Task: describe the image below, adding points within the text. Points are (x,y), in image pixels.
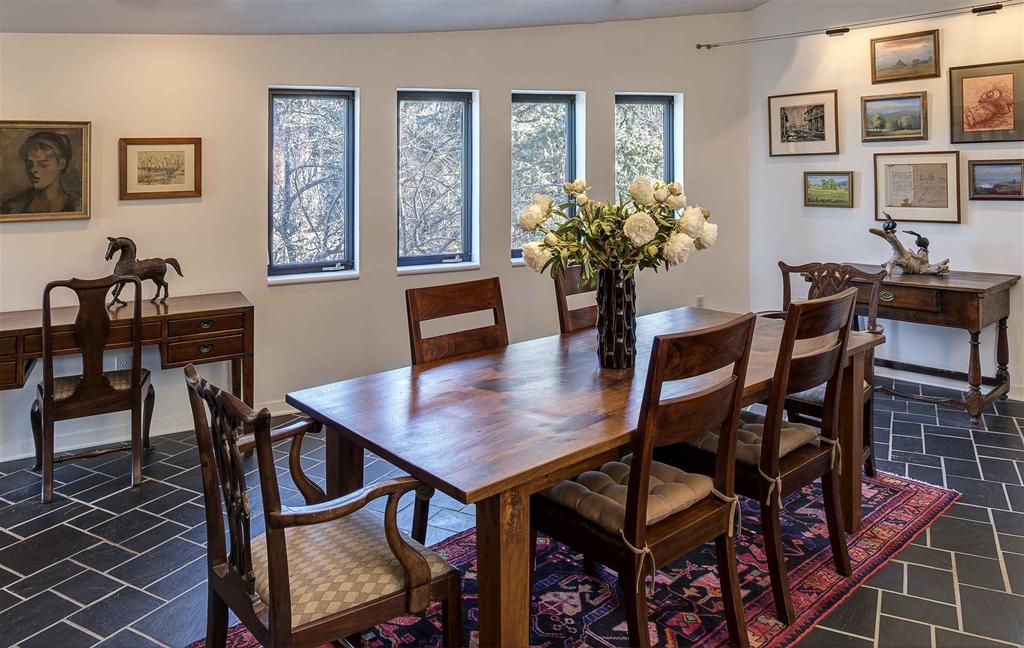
In the middle of the image (442,339) we can see some chairs (424,346) and table (590,339), on the table (590,339) there is a flower vase (610,364). Behind the table (760,343) there is wall (972,265), on the wall (972,265) there are some frames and glass windows (313,105). Through the glass windows (313,105) we can see some trees (281,112). In the bottom left corner of the image (225,480) we can see a chair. Behind the chair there is a table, on the table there is a idol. In the bottom right corner of the image (755,603) there is a product (909,255).
